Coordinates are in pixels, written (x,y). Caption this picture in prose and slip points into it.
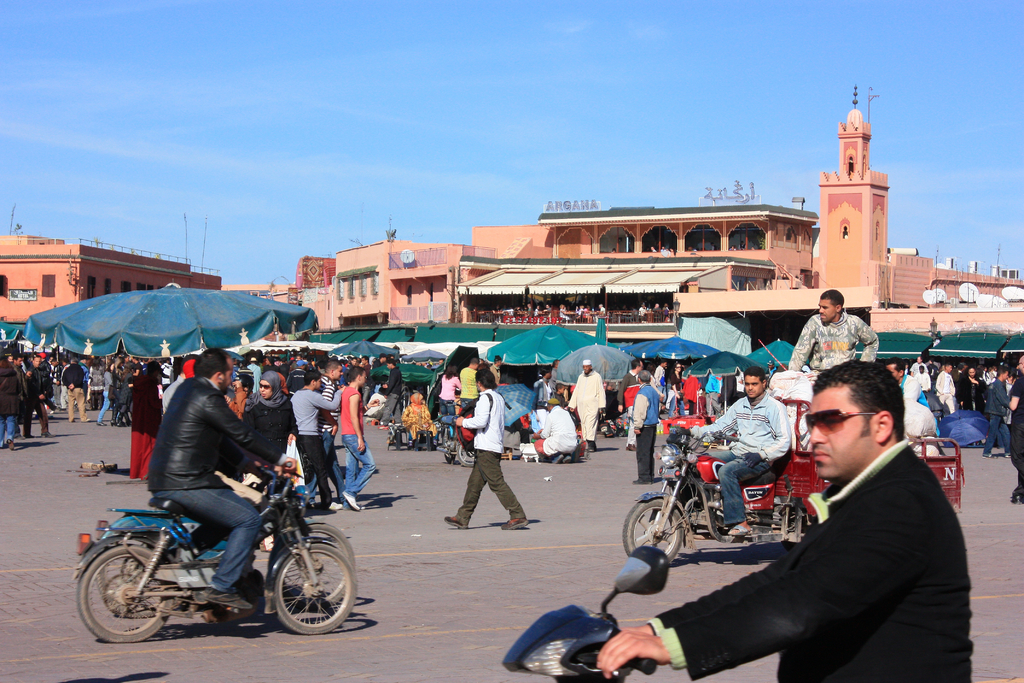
A person (801,573) in the right (801,573) is wearing goggles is riding a scooter (573,632). Also another person (200,447) in the left (200,459) is riding scooter (291,519). in the back (760,454) a person (760,451) is riding scooter (716,485) with a cart (809,479). There are many people (343,390) walking. There are many tents (557,344), building (616,281) in the background (567,253). also there is a clear sky (370,90).
